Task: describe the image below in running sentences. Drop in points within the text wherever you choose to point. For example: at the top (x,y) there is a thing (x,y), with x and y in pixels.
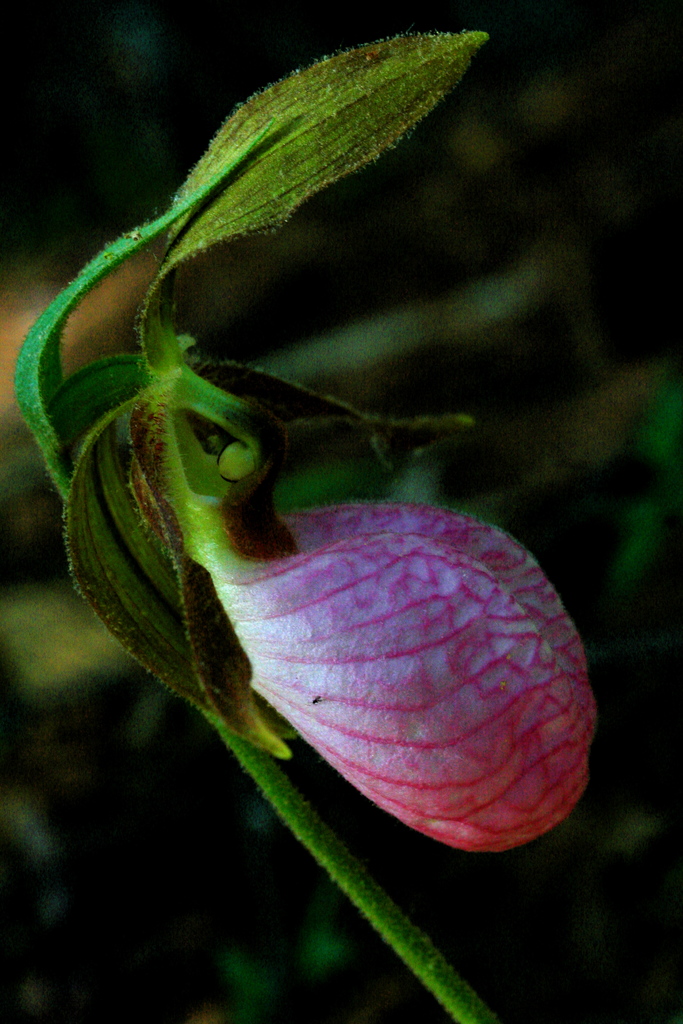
In this image we can see a plant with a flower (495,679) and in the background (399,898) we can see the image is blurred.
